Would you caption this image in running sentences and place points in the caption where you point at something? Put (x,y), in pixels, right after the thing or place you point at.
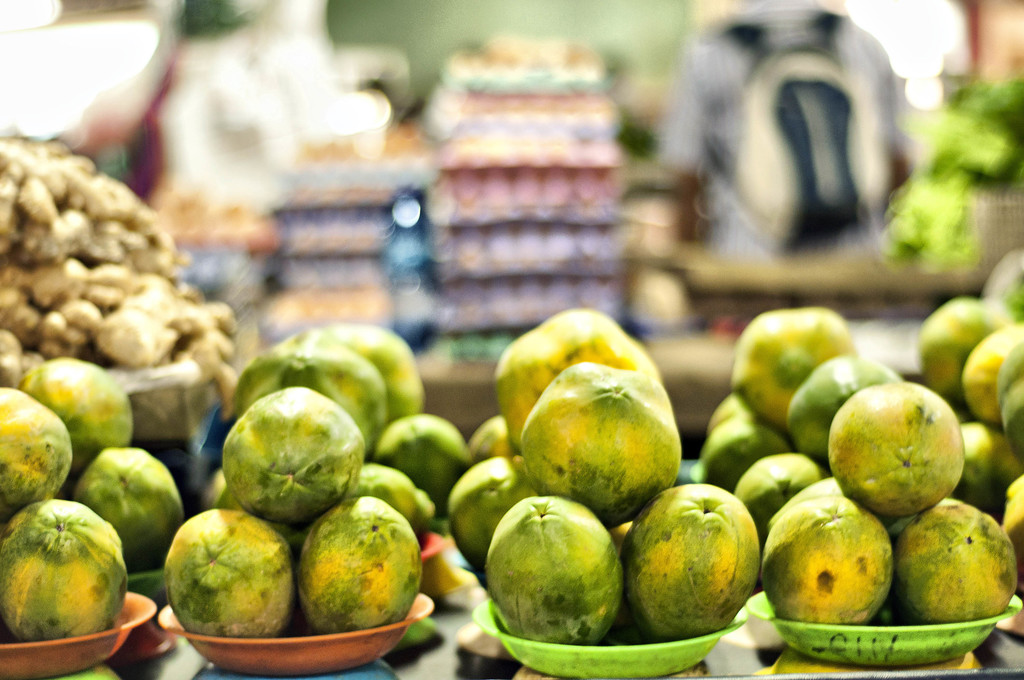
In this image we can see the bowls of fruits (982,451) and the background (818,68) is blurred with a person (767,239) wearing the bag (866,115) and we can also see some other objects (467,175).
